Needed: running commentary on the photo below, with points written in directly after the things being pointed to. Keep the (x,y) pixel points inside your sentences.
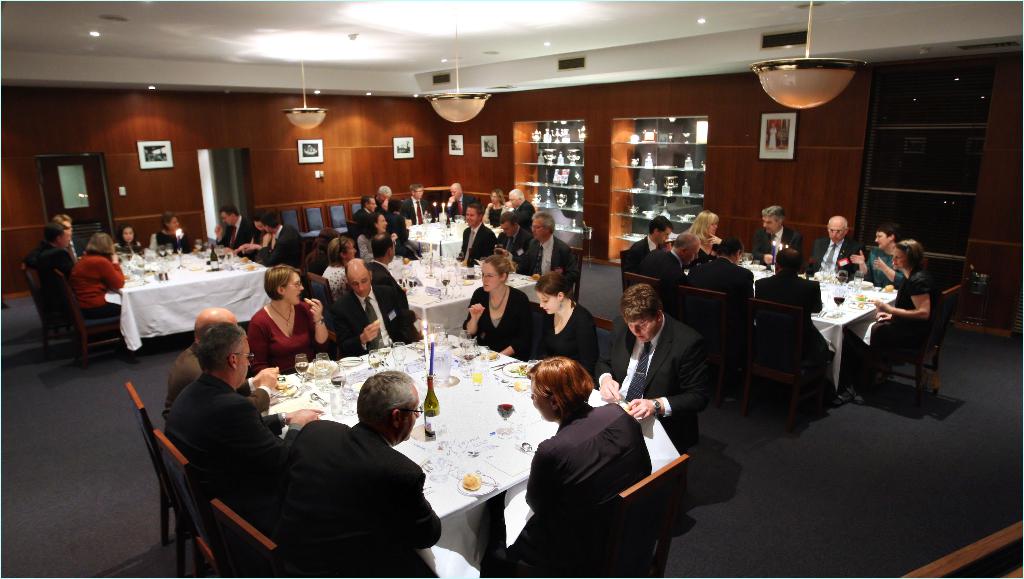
In this image there are group of persons (544,304) who are sitting around the table (332,413) and having some drinks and food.
